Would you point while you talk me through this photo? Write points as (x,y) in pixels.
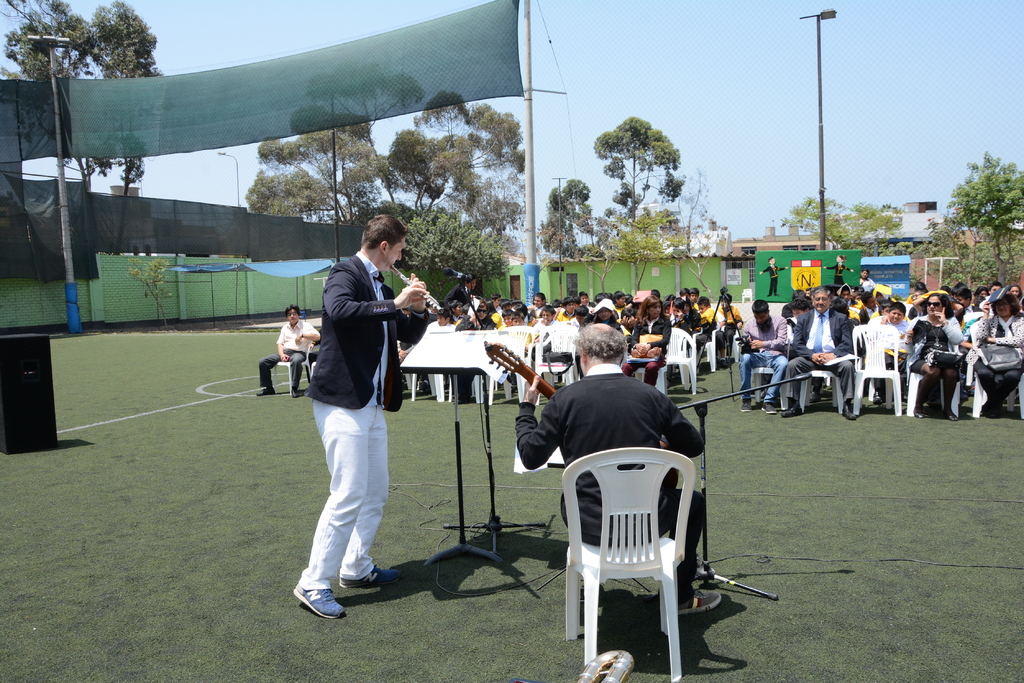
In the picture I can see a person (602,426) wearing black dress (607,436) is sitting and playing guitar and there is another person (351,361) standing beside him is playing trumpet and there is a paper (457,346) placed on a stand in front of him and there are few people (687,304) sitting in chairs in front of them and there are few trees (867,225), buildings (742,248) and a pole (825,225) in the background (849,217).
